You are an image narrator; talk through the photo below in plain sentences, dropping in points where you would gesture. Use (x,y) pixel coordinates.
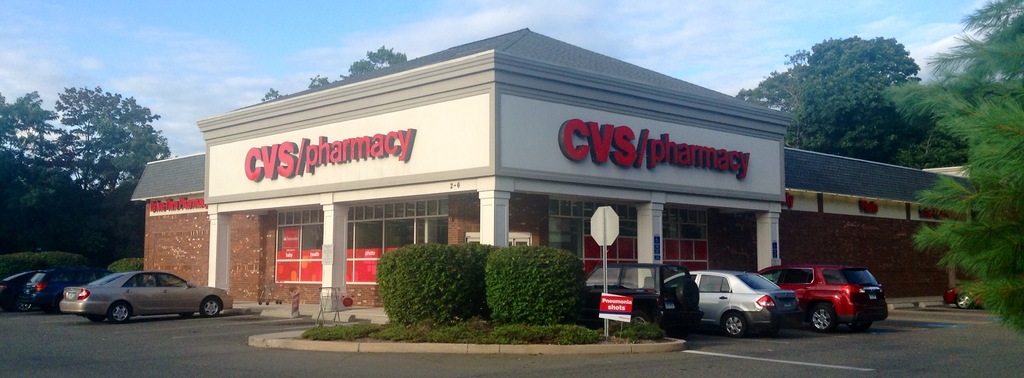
In the foreground of this picture (406,156), there is a pharmacy (372,173) as the text (270,173) written on it as "CVS/PHARMACY". In front (450,295) to it there are cars (625,291), plants (498,304) and sign board (611,238). In the background (79,134), there are trees (83,121), sky (594,41) and the cloud (753,48).
